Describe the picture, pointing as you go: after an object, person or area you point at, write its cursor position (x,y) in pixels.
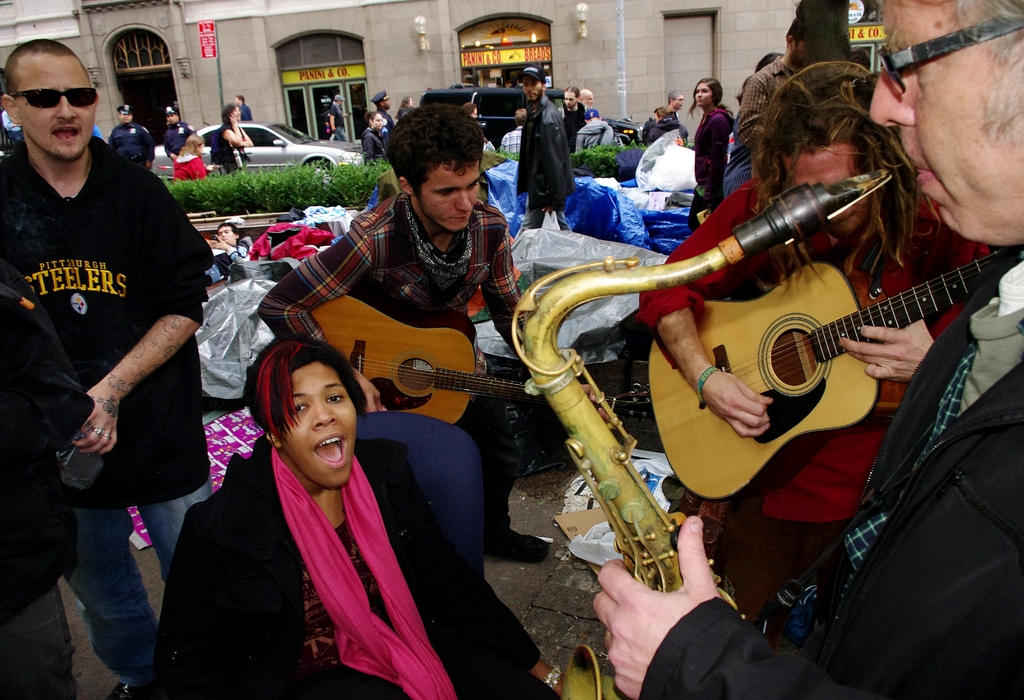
In this picture there are a group of people (367,514) playing musical instruments (769,319) like saxophone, guitar (435,330) and another person (137,233) is standing here in the backdrop (255,108) there are some people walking and a building (256,57).
